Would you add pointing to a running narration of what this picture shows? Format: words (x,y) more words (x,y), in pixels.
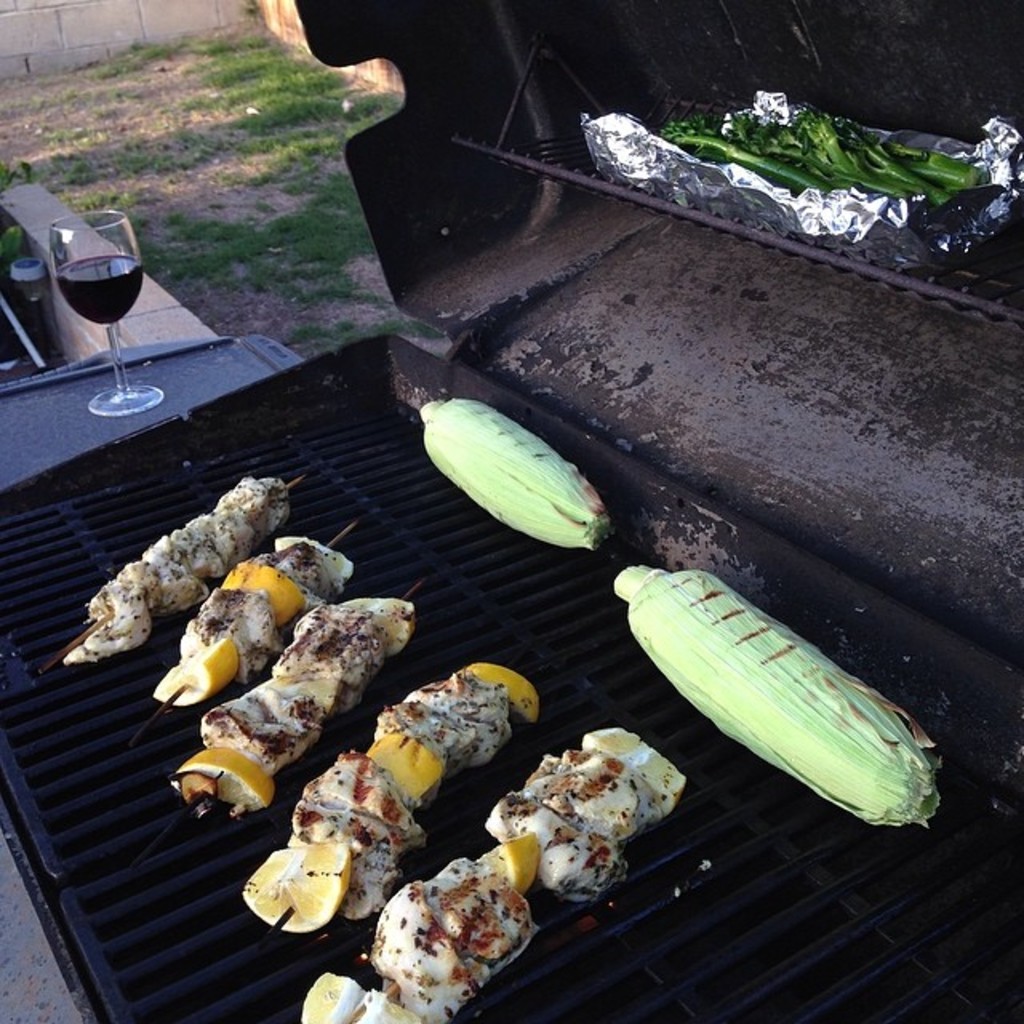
In this image, we can see some food items (241,728) are on the barbecue grill (419,812). On the left side of the image (124,315), we can see a wine glass (106,289) with liquid (110,309). Here we can see few eatable things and aluminium foil (792,191). Background (363,302) we can see the ground (284,140) and grass (238,110). Here there is a wall (102,44) and few objects (40,317).
